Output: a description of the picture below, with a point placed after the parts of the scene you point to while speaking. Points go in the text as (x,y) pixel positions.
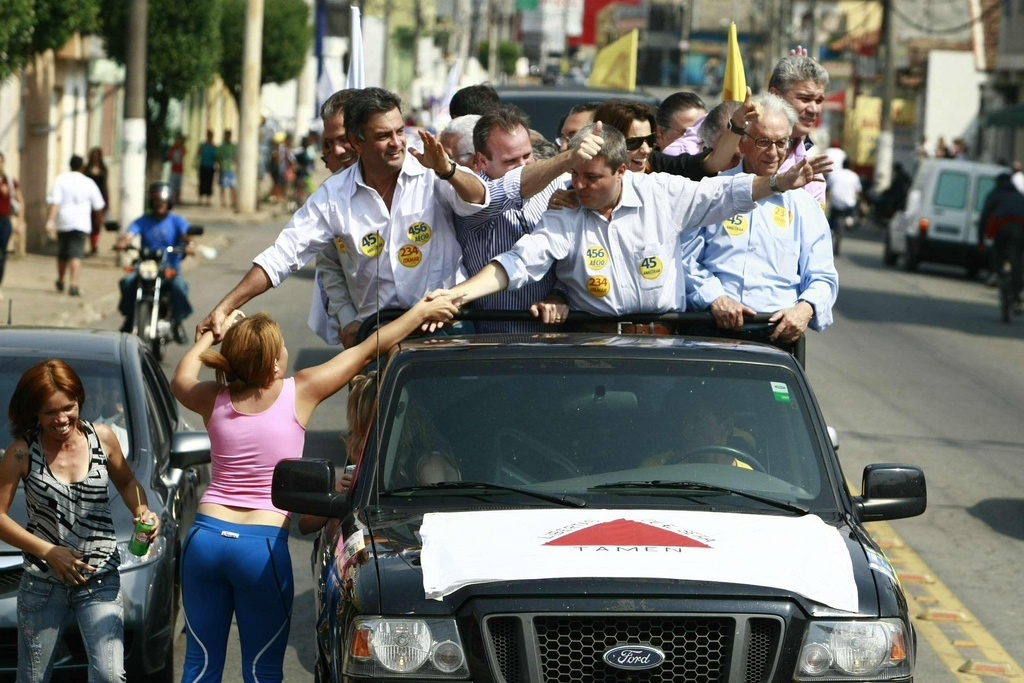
In the image there is a vehicle (566,382) in the foreground (431,524) and there are a group of people (460,191) standing on the vehicle (420,397), on the left side (265,407) there is a woman (283,392) giving shakehand to them, around the vehicle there are other vehicles (9,407), people (114,439) and the background of the image (137,9) is blur.
